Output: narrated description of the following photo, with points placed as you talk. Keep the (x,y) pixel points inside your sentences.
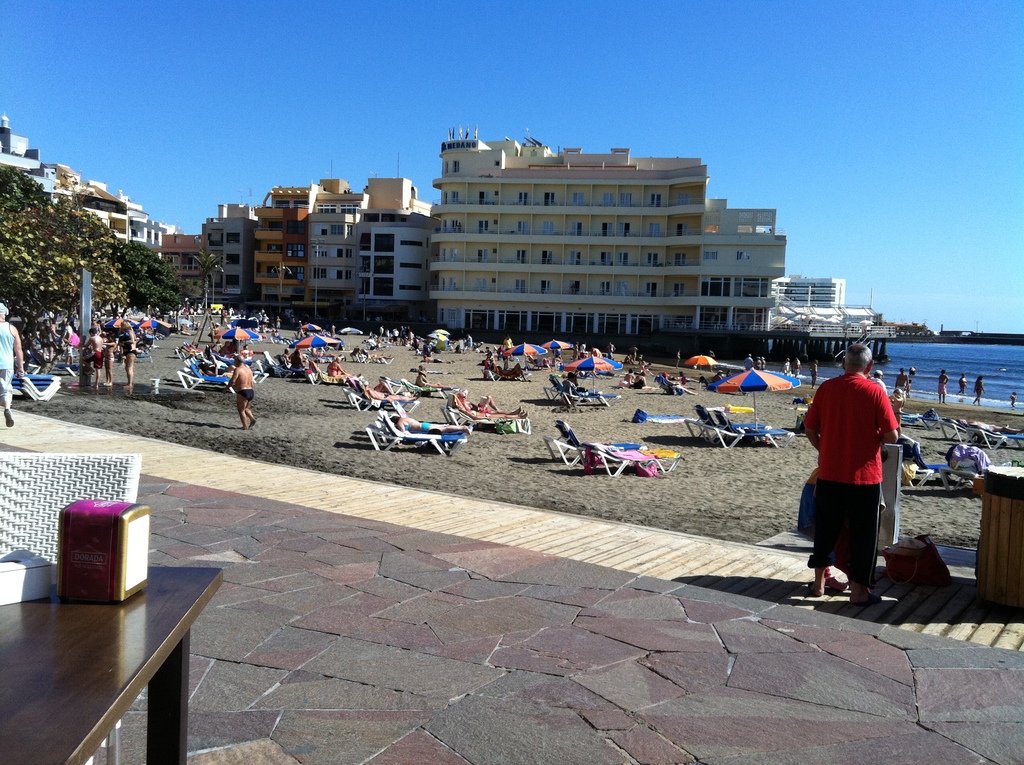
In this image I can see there are crowd of people (14,353) visible in the middle (412,438) and some beds (200,379) and tents (742,374), trees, building (699,339) and the sea (929,351) visible in the middle (675,265) at the top (968,101) I can see the sky (182,161), on the table (121,635) I can see object (133,538) and I can see white color chair (53,501) in front of table (17,604) and I can see a person (864,423), wearing a red color t-shirt (852,406) standing on floor (774,578) and I can see a wooden stand (1009,521) on the right side (981,540).
